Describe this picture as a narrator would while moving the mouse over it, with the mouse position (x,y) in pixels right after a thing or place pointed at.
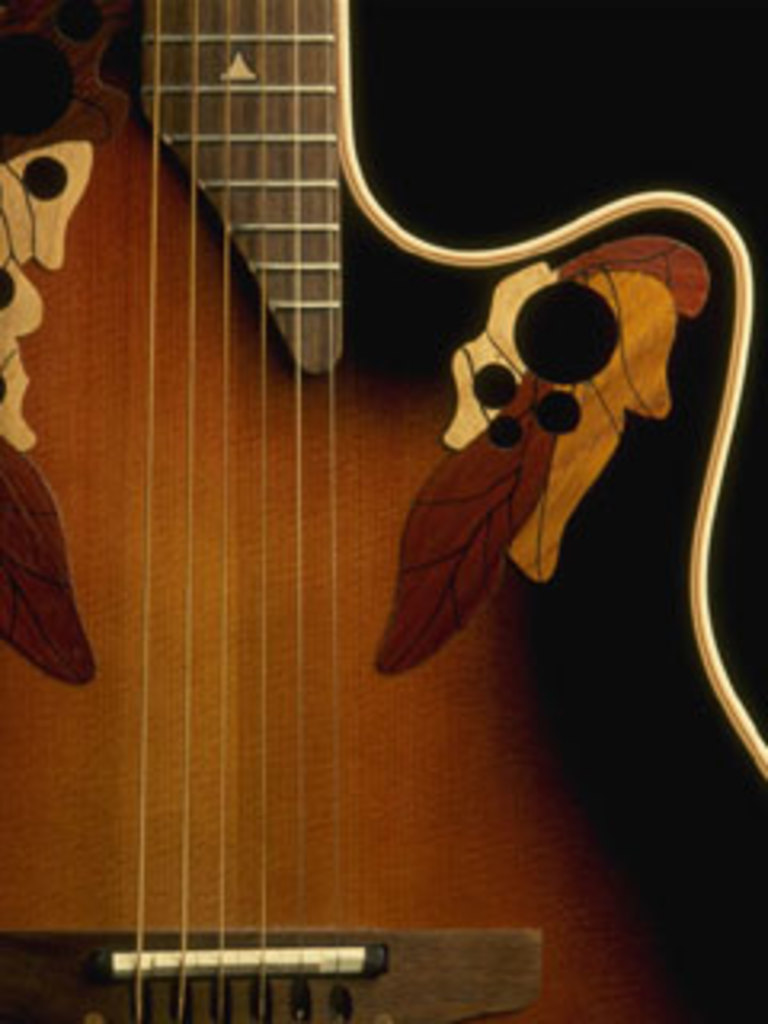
This picture contains guitar (387,247) which is brown in color.
